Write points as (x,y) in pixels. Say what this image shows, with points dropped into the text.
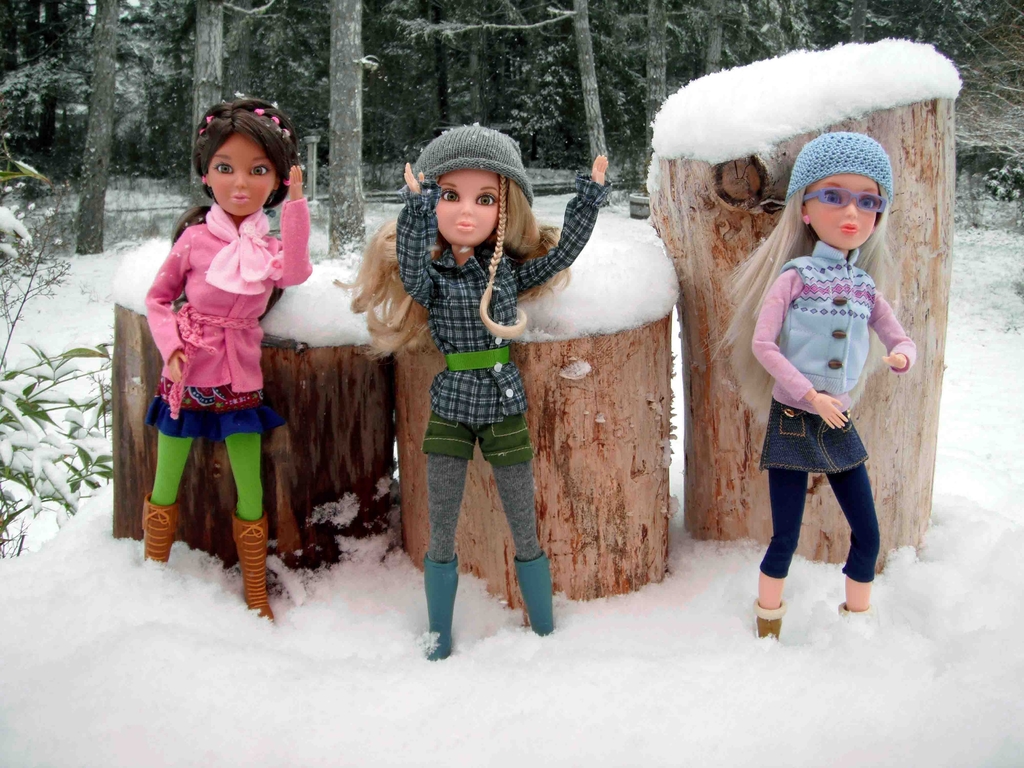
In the image there are three barbie dolls (468,336) standing in front of trunks (657,403) of tree (677,181) on snow land (790,696) and behind there are trees (117,132).
